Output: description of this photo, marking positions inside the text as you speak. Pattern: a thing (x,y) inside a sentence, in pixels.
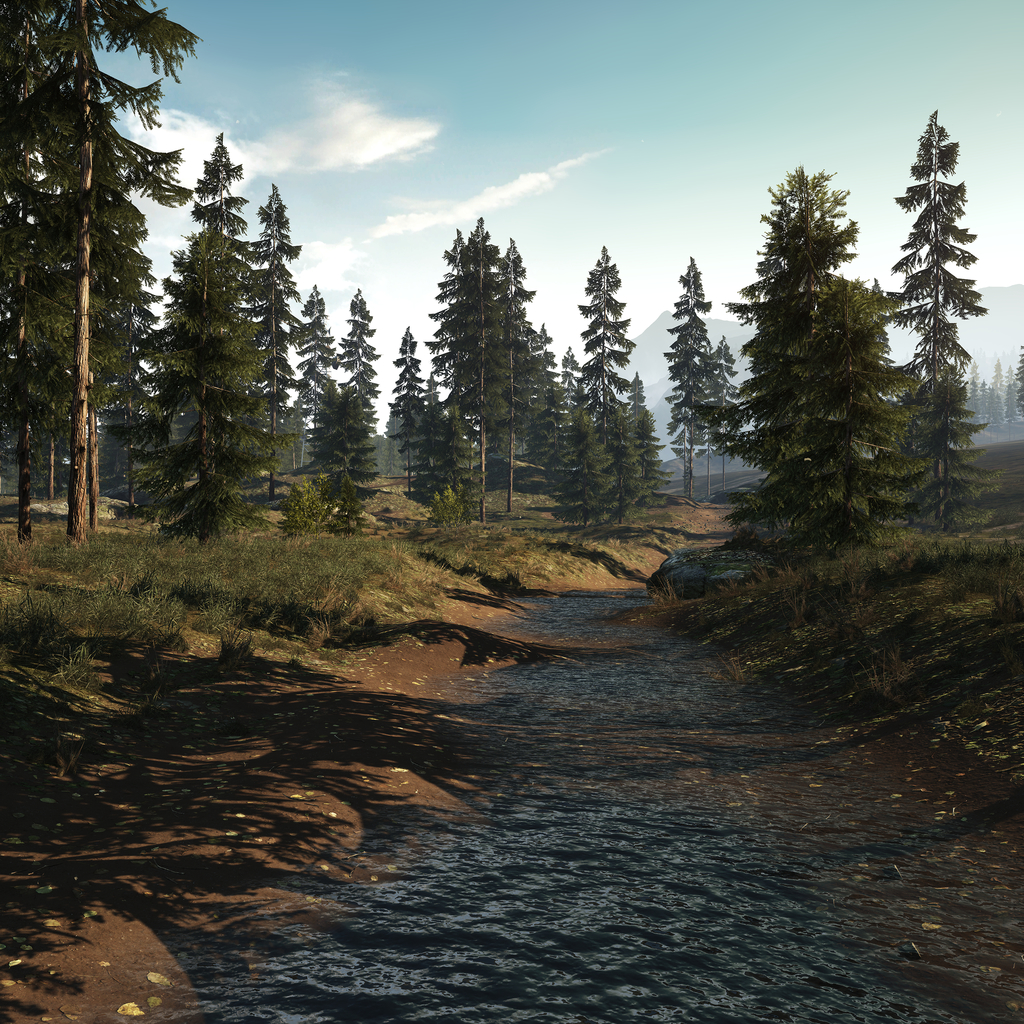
In this image there is water (499,767) flowing, on the either side of the water (615,604), there is grass (528,551) on the surface (575,551) and there are trees (618,411), in the background of the image (1000,312) there are mountains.
